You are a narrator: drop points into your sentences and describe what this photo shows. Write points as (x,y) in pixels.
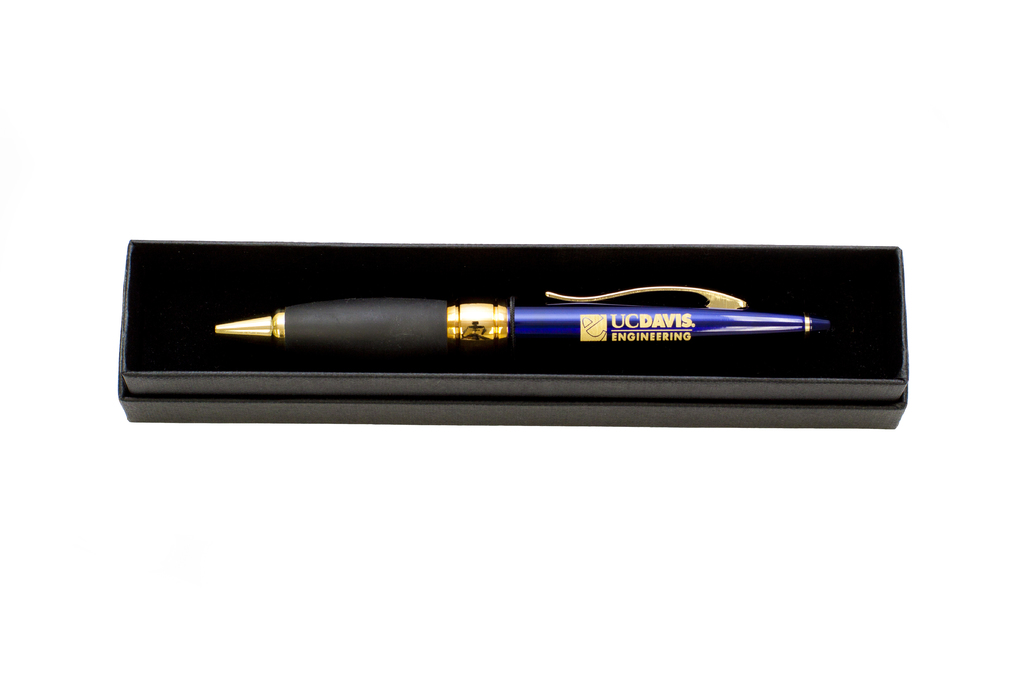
In the middle of the image (401,318) there is a pen (395,310) in the box (305,287) on the white surface (487,478). The box (807,390) is black in color. There is a text (649,318) on the pen (542,339).
